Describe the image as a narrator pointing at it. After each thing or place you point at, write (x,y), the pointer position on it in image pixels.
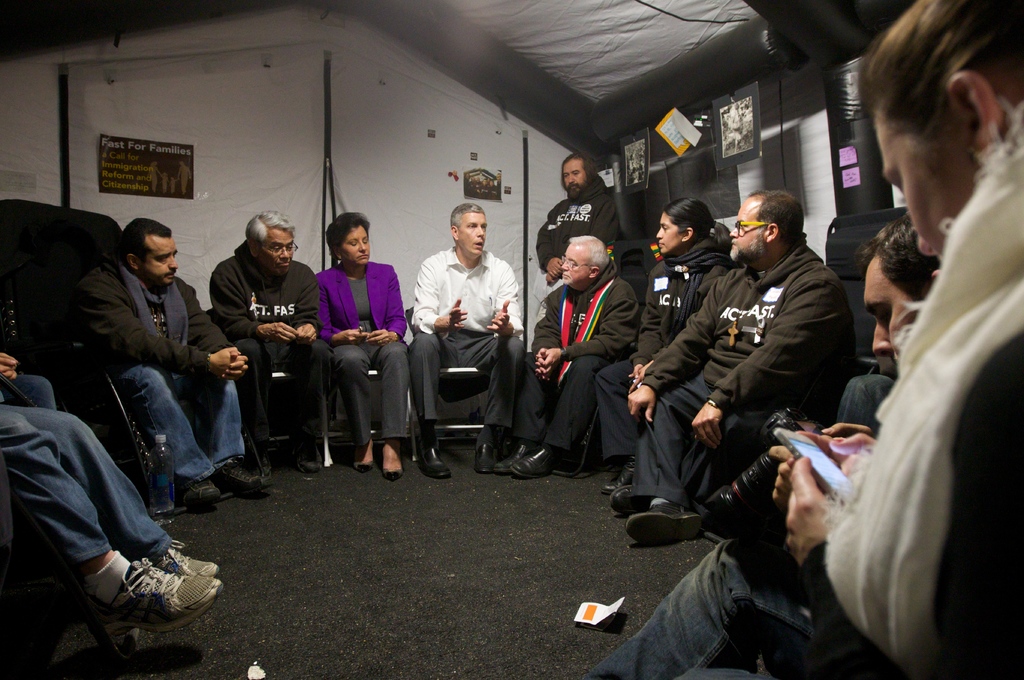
In the picture I can see this person (908,483) wearing white color dress (853,524) is holding a mobile phone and sitting on the right side of the image (858,531) and we can see these people (868,292) are sitting on the chair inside a tent (208,5). Here we can see posters (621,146) and some pictures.
